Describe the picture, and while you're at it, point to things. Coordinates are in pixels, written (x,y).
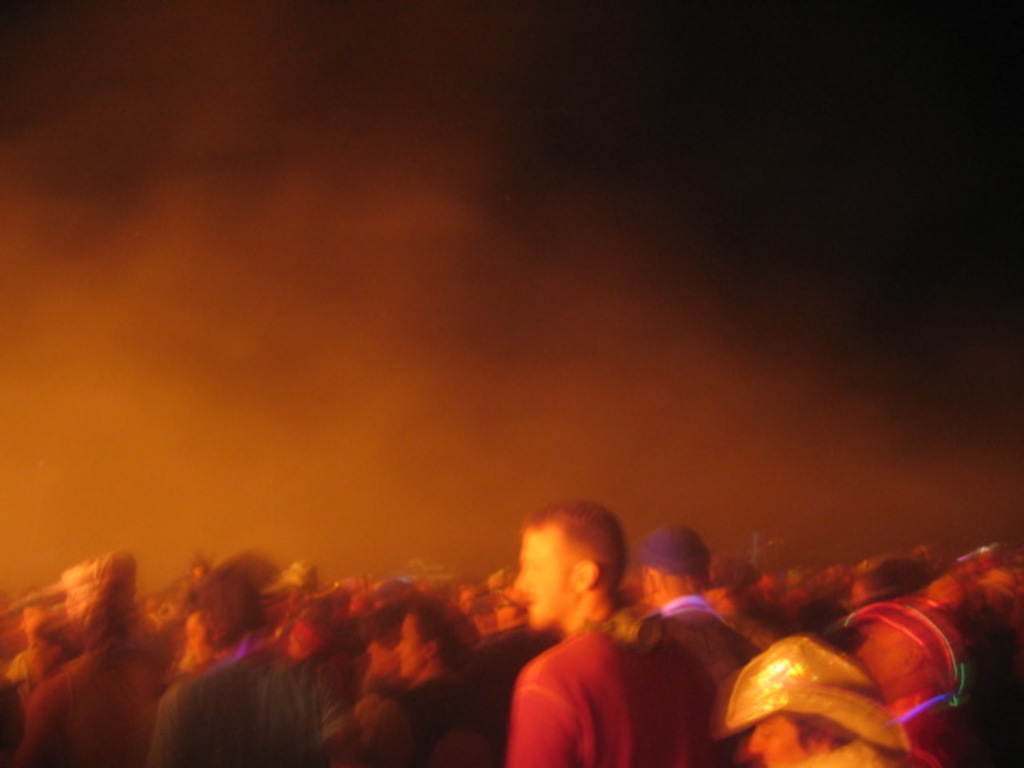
At the bottom of the image (207,577) few people (291,764) are standing. In the middle of the image (444,470) we can see fog (180,226).
